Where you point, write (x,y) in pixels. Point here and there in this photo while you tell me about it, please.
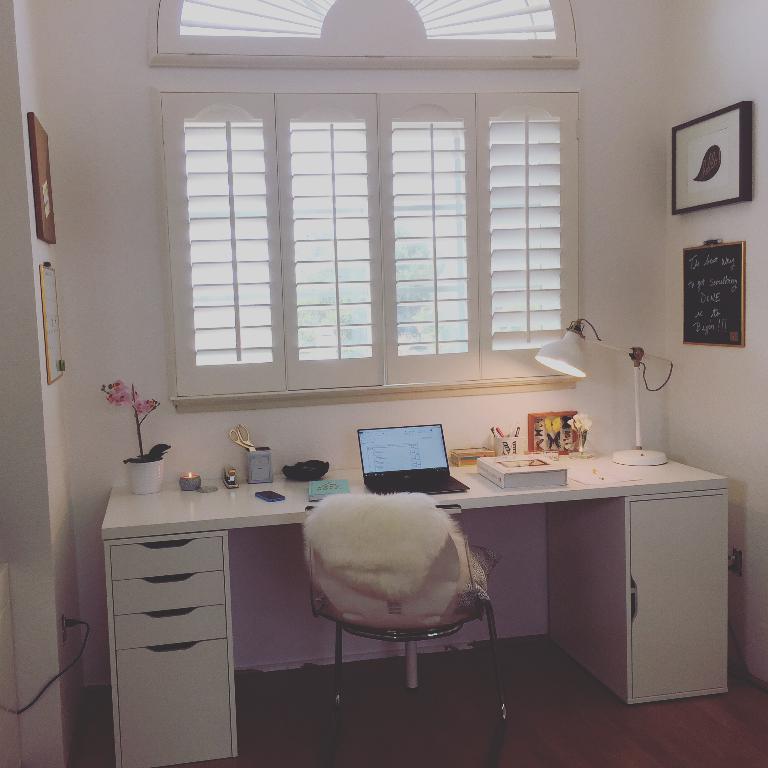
In the image in the center (265,508) we can see the table (596,498), on table (461,481) we can see some objects (560,431) like laptop (408,454), book (511,463) and pot (159,465) etc. And in center (409,505) there is a chair (426,549). Coming to the background (369,92) we can see the window (444,230) and wall (634,180) with the photo frames (709,278).
